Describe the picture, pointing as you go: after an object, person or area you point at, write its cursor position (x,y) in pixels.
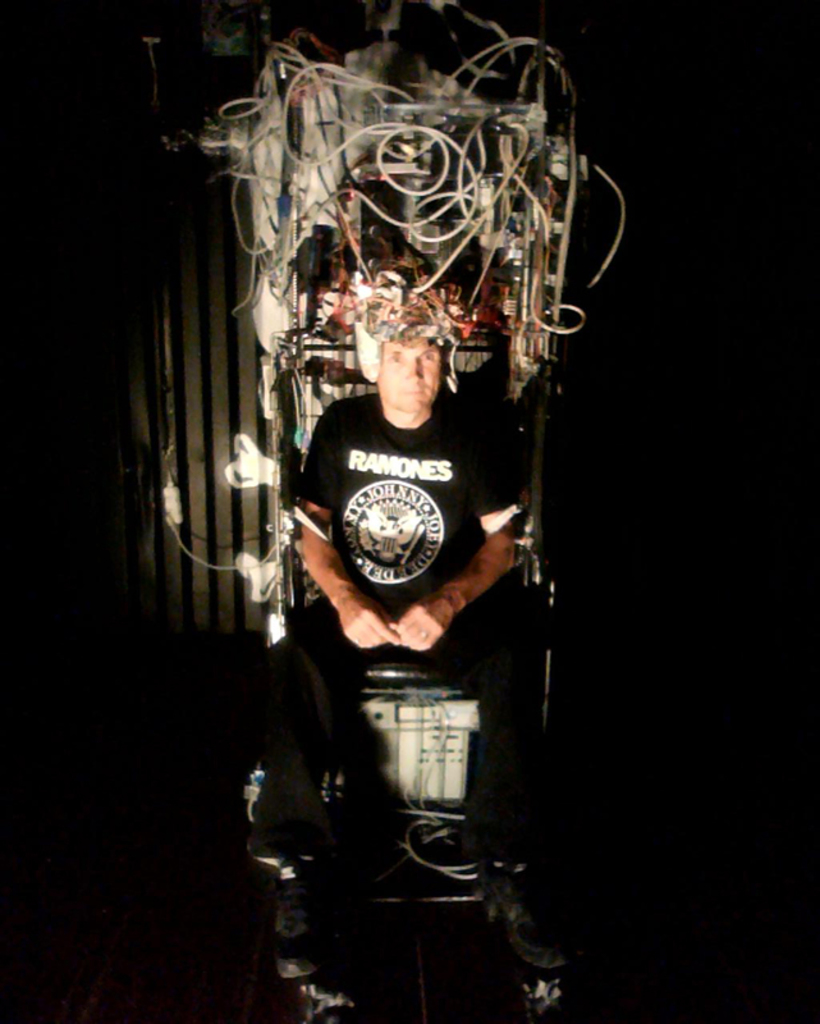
This picture shows a man (461,629) seated on the chair (547,376). He wore black color dress (429,451).
